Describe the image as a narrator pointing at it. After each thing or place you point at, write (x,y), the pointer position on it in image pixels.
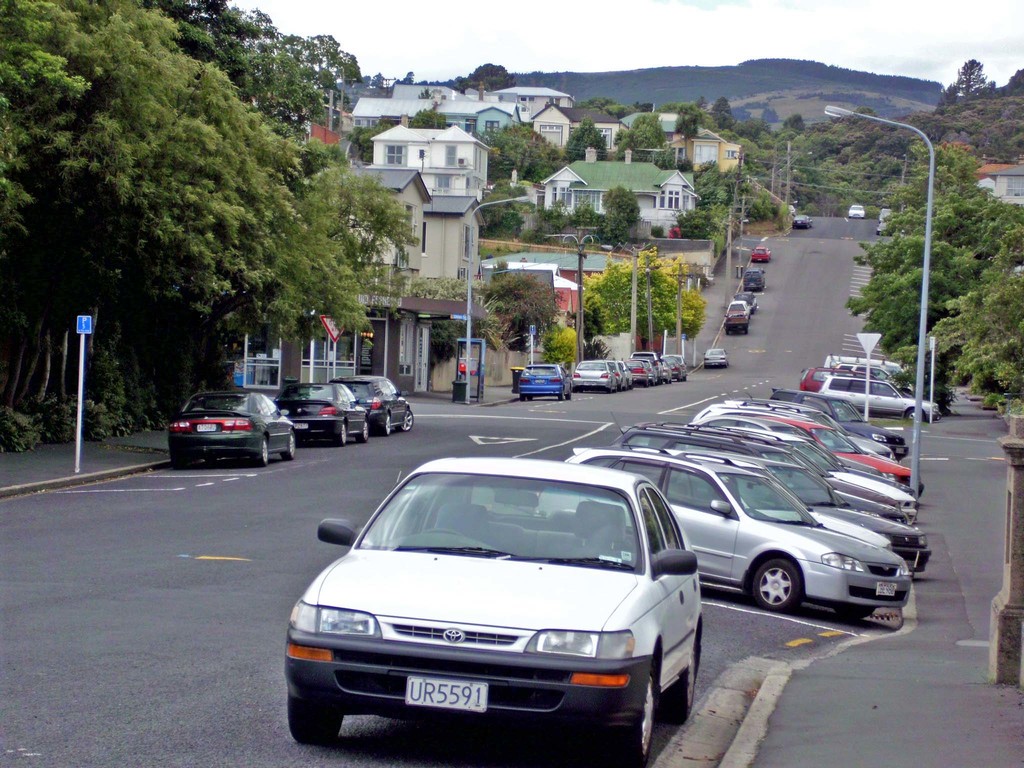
This image is clicked outside. There are trees (695,332) in the middle (347,272). There are buildings (376,157) in the middle (569,272). There are so many cars (523,505) parked on the road (399,738). There is sky (377,29) at the top (421,8).
